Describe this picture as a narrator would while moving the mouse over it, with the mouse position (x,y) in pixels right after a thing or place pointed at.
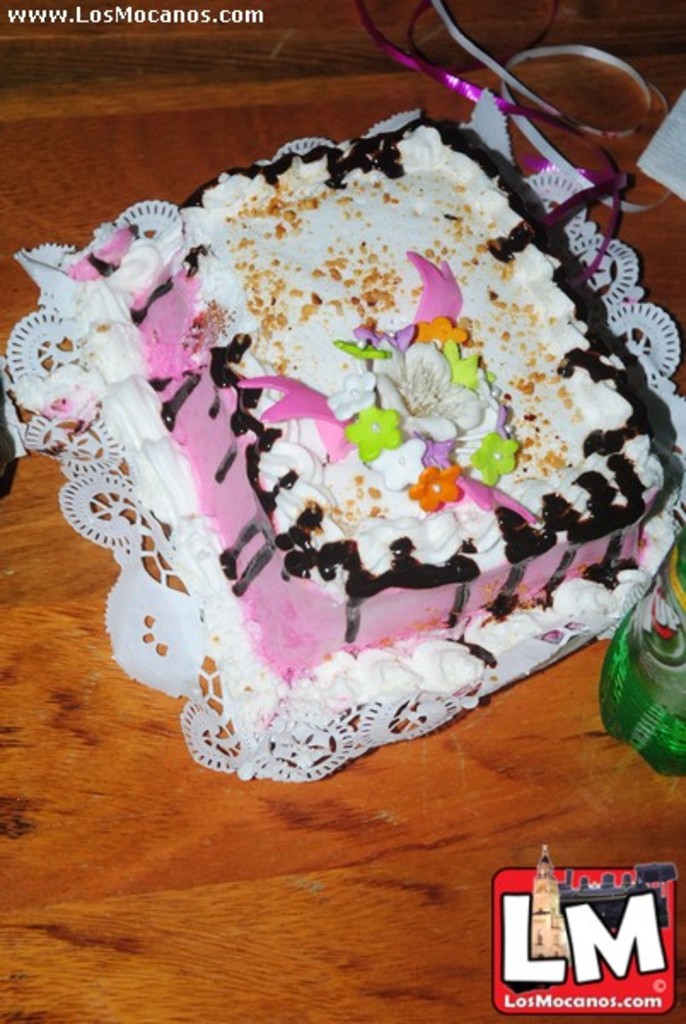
In this image there is a cake (531,358) with full of cream (340,579), chocolate cream (246,534) placed in a table (12,785) and in table (673,260) there are ribbons (646,100), tissue (648,170), bottle (659,653).
